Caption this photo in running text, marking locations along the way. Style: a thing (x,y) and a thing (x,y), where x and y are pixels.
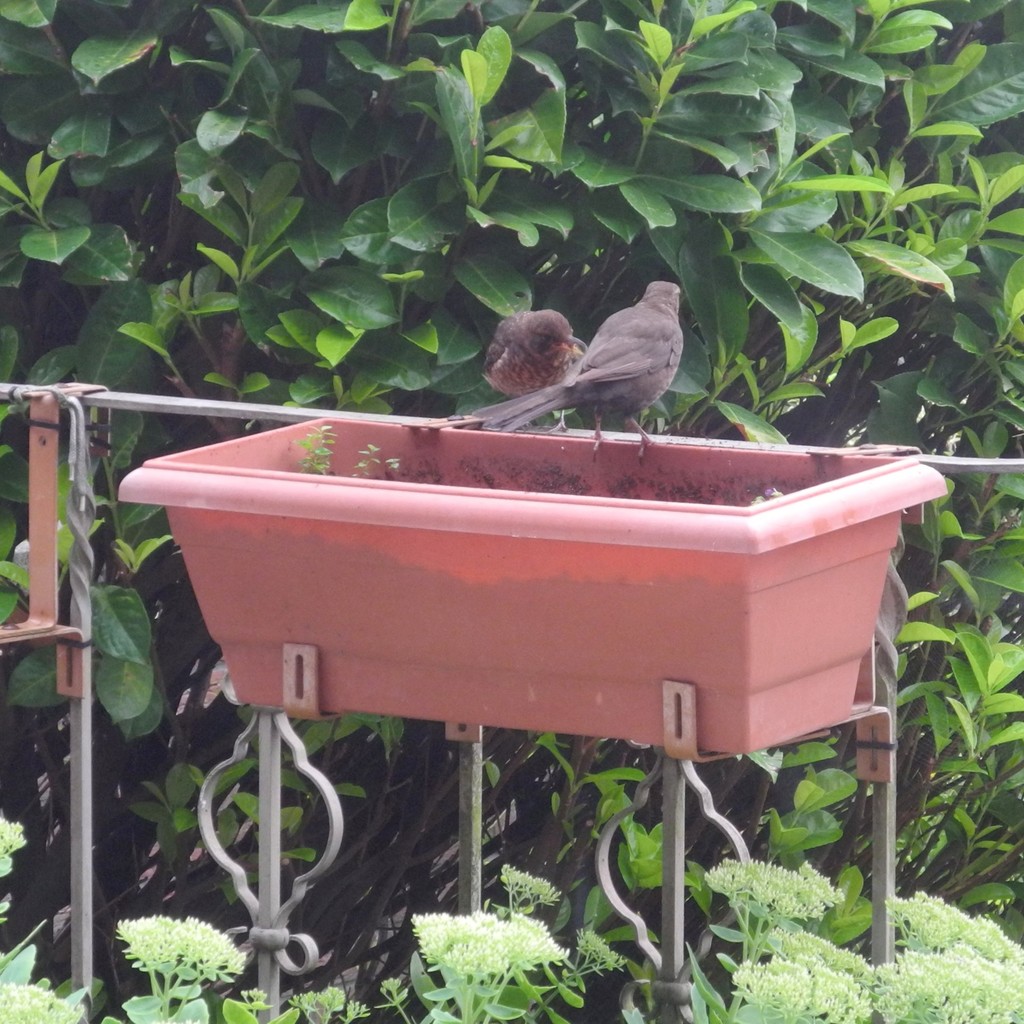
In this image I see the red color basket (434,483) and I see 2 birds (564,383) over here which are of grey in color and I see the rods (739,835) and I see the green leaves (603,240) on stems (238,838).
